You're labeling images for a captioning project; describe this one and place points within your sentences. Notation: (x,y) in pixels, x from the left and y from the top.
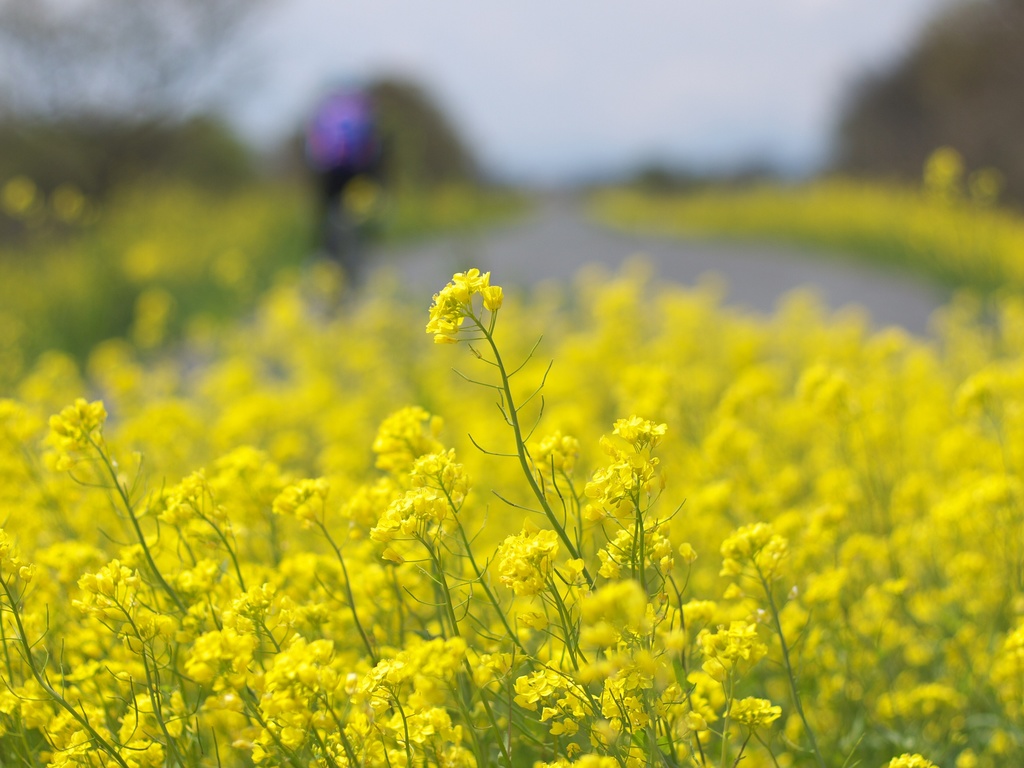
Bottom of the image (395,657) there are some plants (1006,600) and flowers (997,677). Background of the image (21,77) is blur.
